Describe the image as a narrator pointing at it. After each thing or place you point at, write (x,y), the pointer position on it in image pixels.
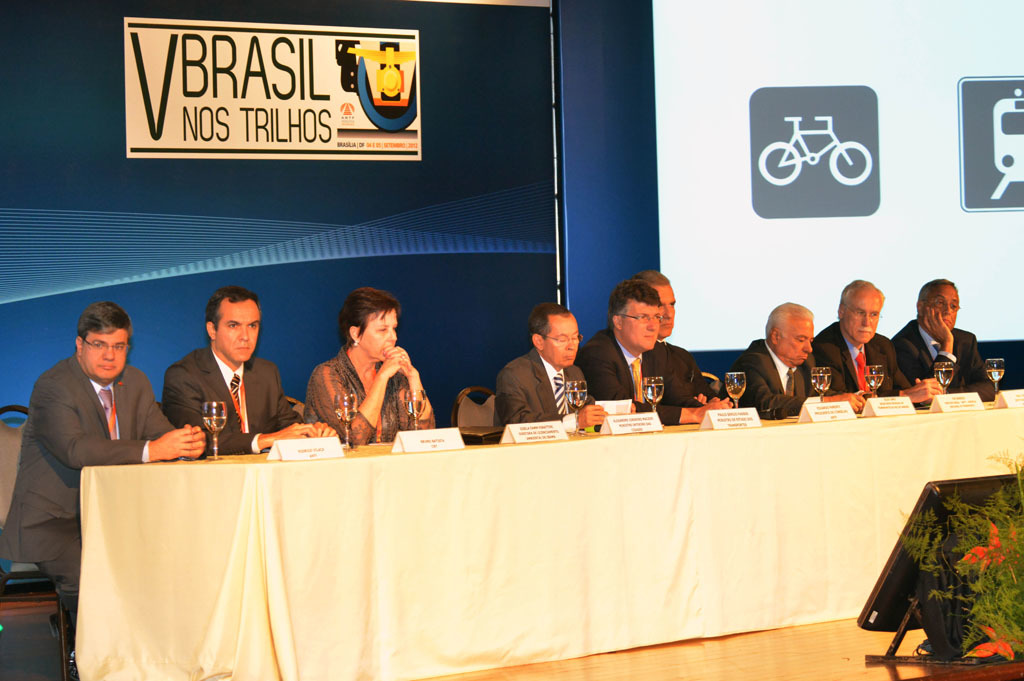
There are glasses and name boards (452,442) are present on a table (262,503) which is covered with white color cloth (743,496) as we can see at the bottom of this image (428,574). There are people (219,375) sitting on the chairs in the middle of this image (666,366) and there is a wall (425,256) in the background (564,260). We can see logos (322,80) at the top of this image (375,111).
